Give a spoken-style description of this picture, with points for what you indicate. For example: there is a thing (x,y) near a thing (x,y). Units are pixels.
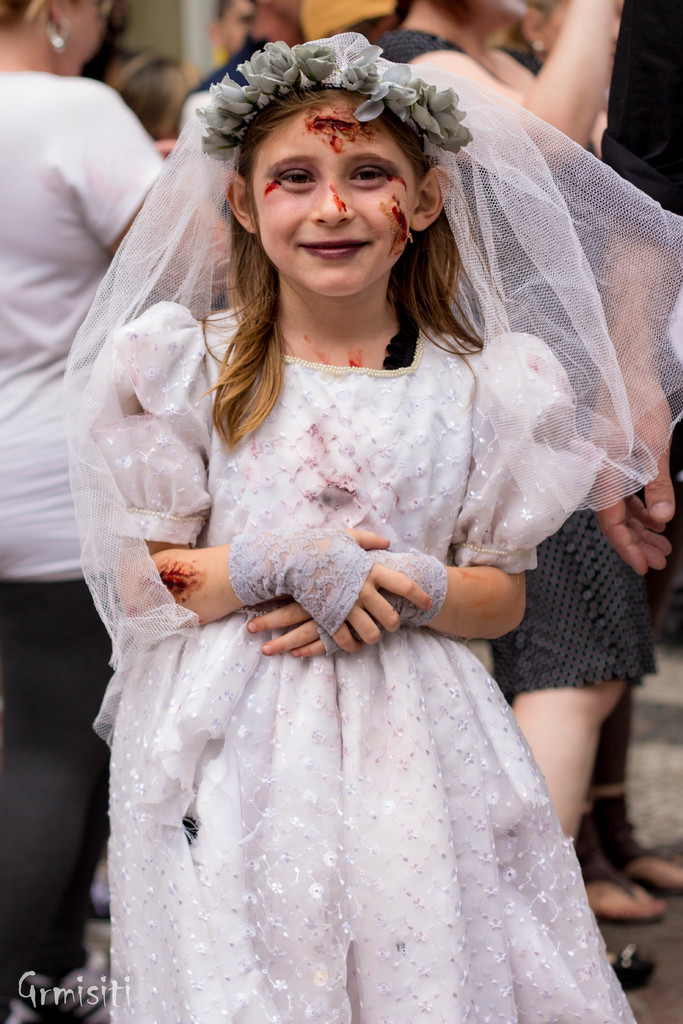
In the picture I can see a child (200,758) wearing white color dress (354,892), headband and gloves (339,595) is standing here and smiling. The background of the image (14,199) is slightly blurred, where we can see a few people (339,0) are standing, here I can see the watermark (72,997) at the bottom left side of the image (92,1000).
